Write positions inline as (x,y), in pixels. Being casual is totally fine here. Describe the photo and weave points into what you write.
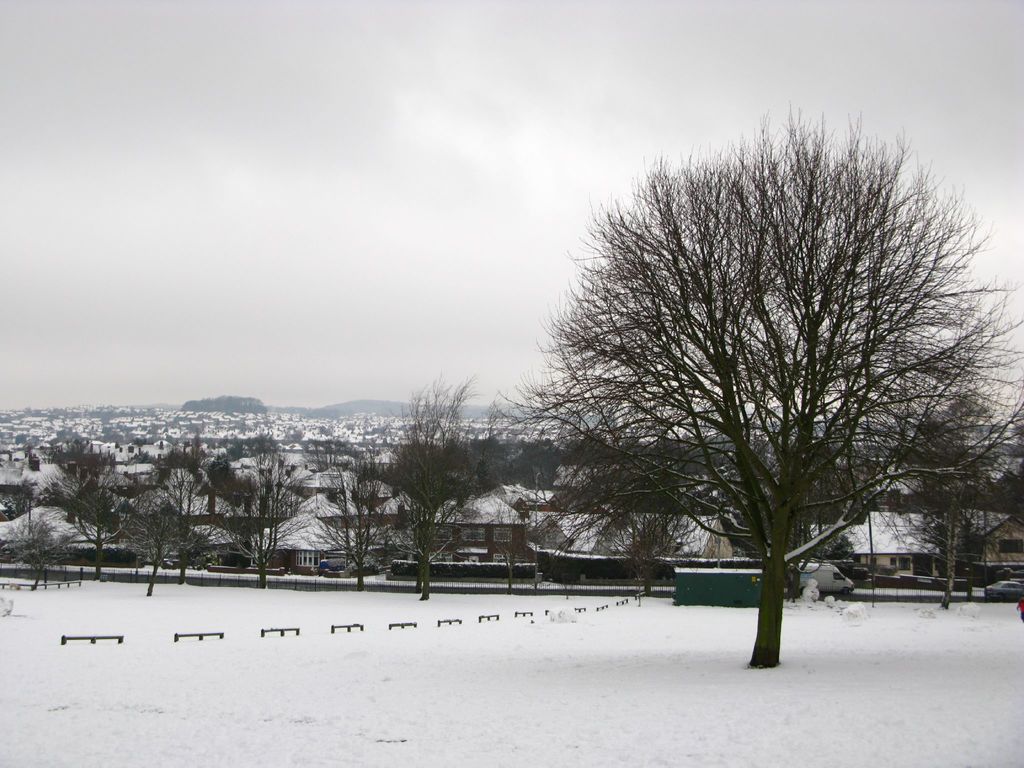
In the center of the image (535,448) we can see houses (384,518), trees (700,460), truck (827,581), car (994,594) are there. At the top of the image (463,192) sky (522,357) is there. At the bottom of the image (516,698) snow (502,715) is there.
